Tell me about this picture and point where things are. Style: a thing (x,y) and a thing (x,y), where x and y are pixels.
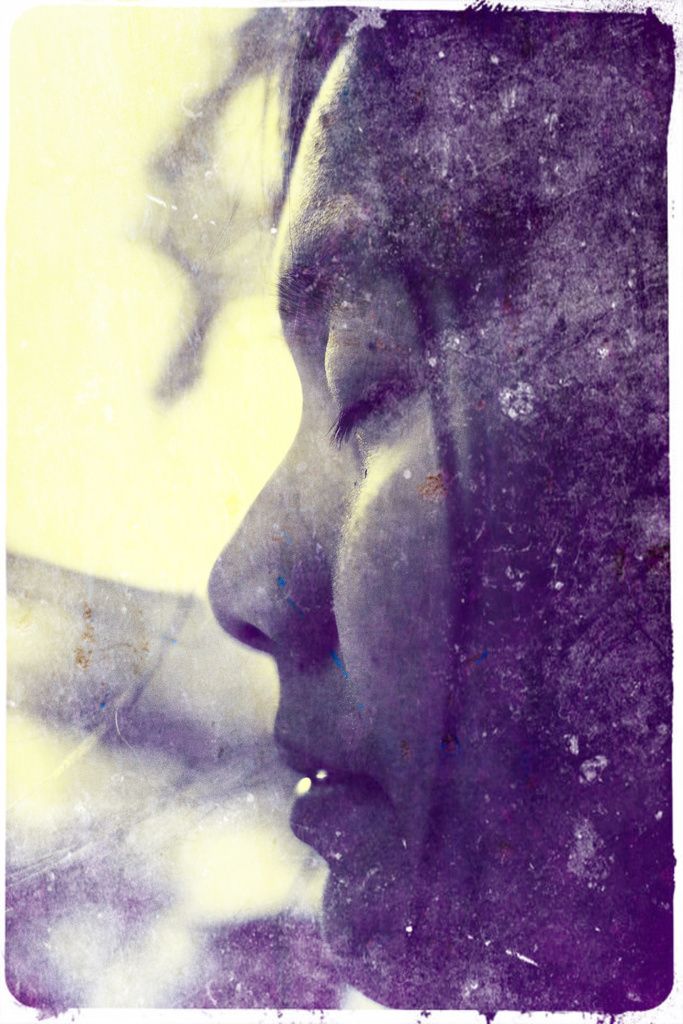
In this picture I can see there is a woman (470,425), she closed her eyes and she is not smiling.
